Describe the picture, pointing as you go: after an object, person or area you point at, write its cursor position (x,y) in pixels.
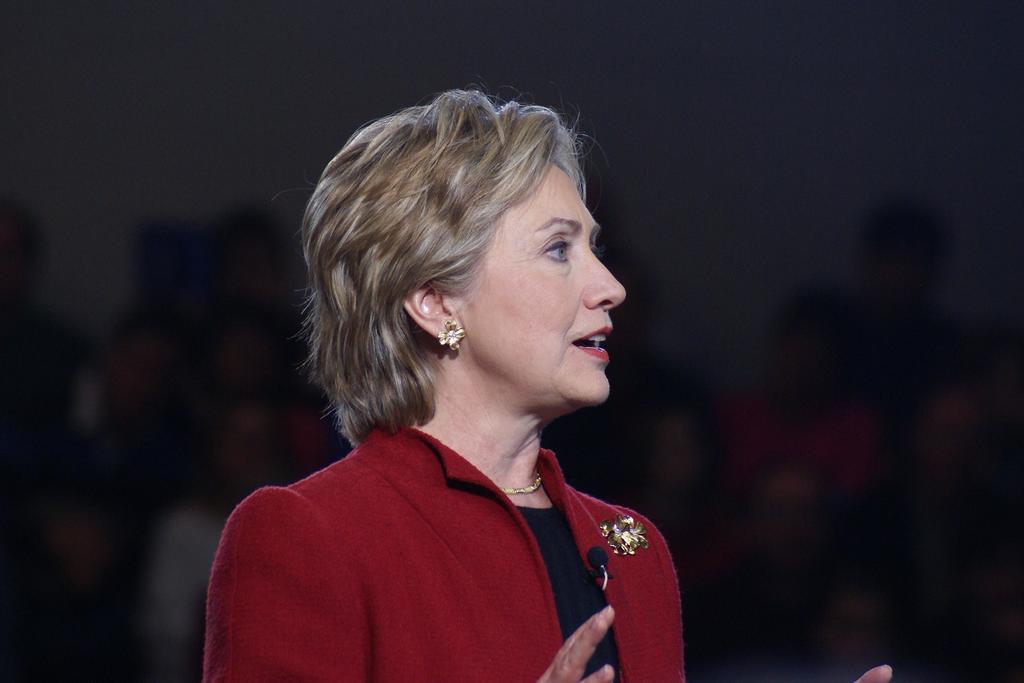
Here in this picture we can see a woman (395,531) standing over there, speaking something in the microphone (603,588) present on her coat (661,597) and we can see she is wearing a red colored coat (356,563) on her.
